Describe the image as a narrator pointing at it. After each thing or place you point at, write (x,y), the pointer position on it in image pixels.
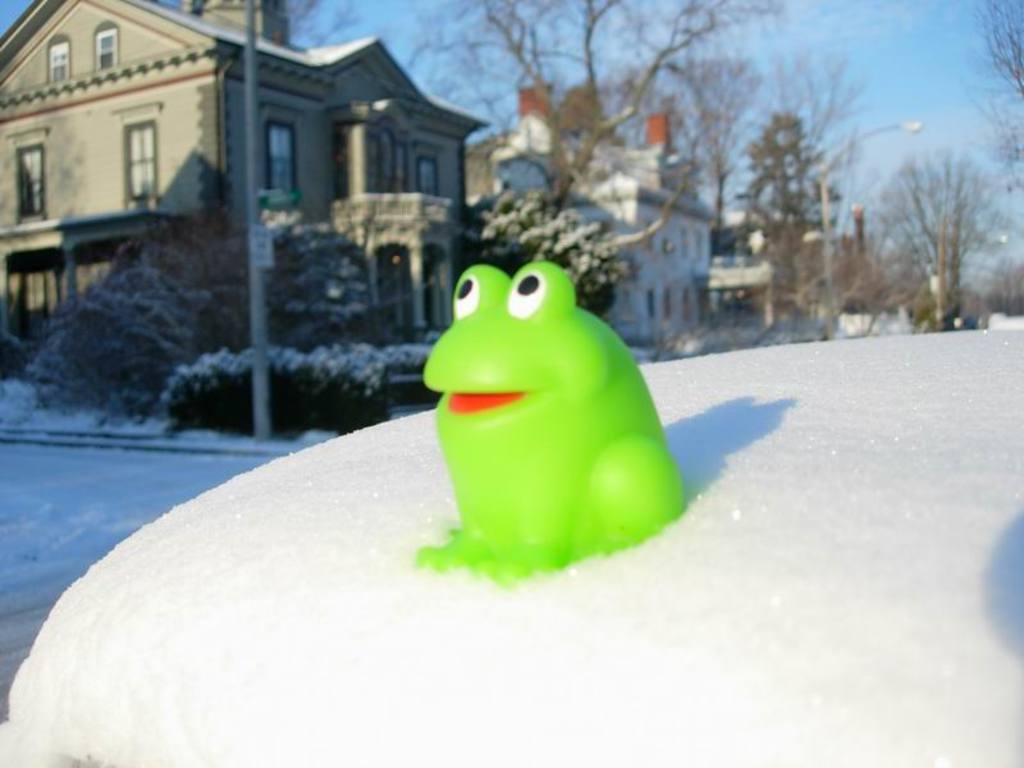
In front of the image there is a toy (486,446) in the snow (595,593). In the background of the image (48,340) there are plants (327,346), trees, buildings (459,194), light poles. At the top of the image (872,52) there is sky (960,49). At the bottom of the image (101,527) there is snow (59,526) on the surface (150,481).
